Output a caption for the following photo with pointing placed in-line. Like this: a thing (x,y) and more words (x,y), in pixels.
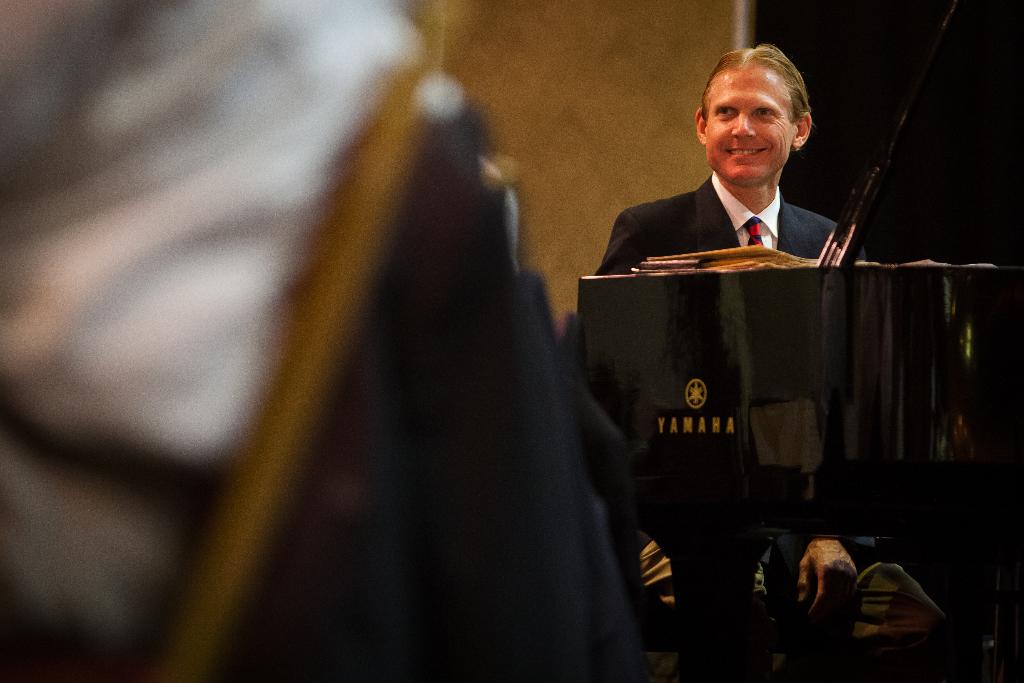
In the center of the image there is a person (783,118). In front of him there is a black color object (667,380). To the left side of the image (54,371) there is a person (225,341). In the background of the image (536,65) there is wall (516,123).
